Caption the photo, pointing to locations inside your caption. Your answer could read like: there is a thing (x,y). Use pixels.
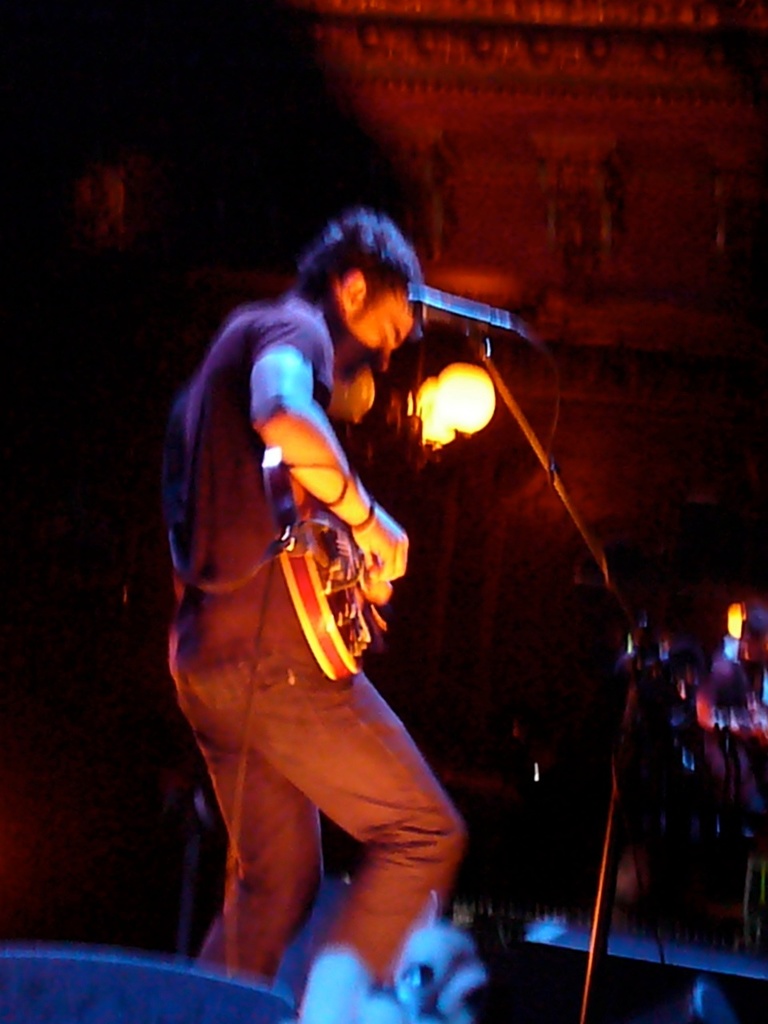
In this picture we can see man (355,339) holding guitar (311,520) in his hand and playing and in front of him there is mic (439,303), light (440,383) and in background (190,201) it is dark.
